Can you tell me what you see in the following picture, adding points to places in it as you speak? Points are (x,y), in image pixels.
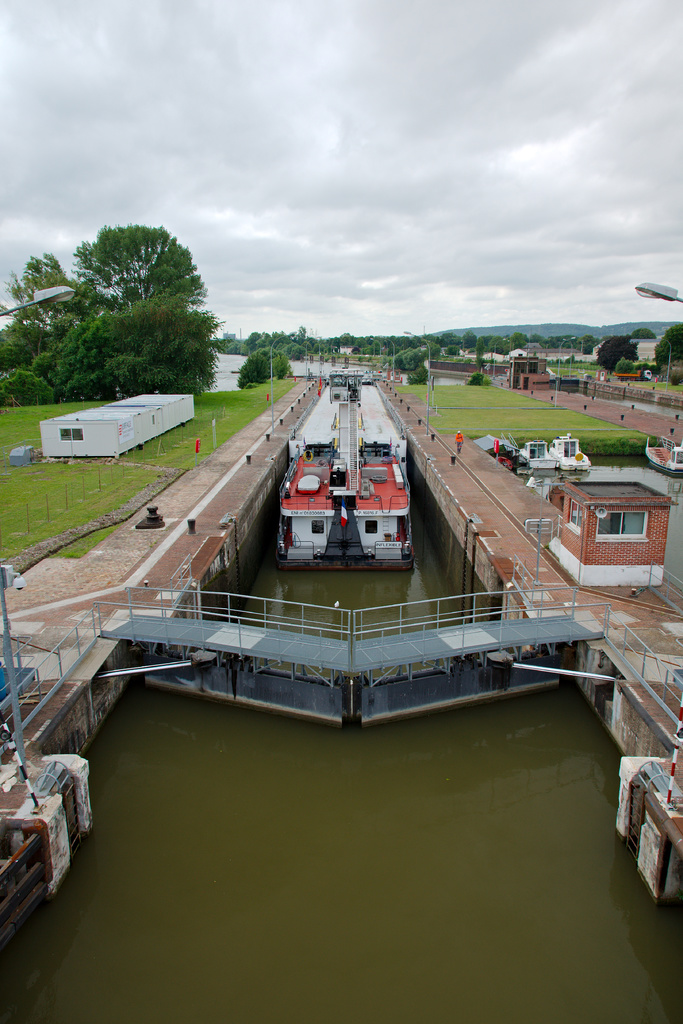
In the picture we can see a water (351,874) in the middle of two paths (479,461) and a boat (327,421) in it and on the paths (162,569) we can see a grass surface (495,419) with some houses (565,532), poles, trees (246,385), plants (578,362) and in the background (386,354) we can see trees (589,344), hills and sky (357,247) with clouds (326,271).
